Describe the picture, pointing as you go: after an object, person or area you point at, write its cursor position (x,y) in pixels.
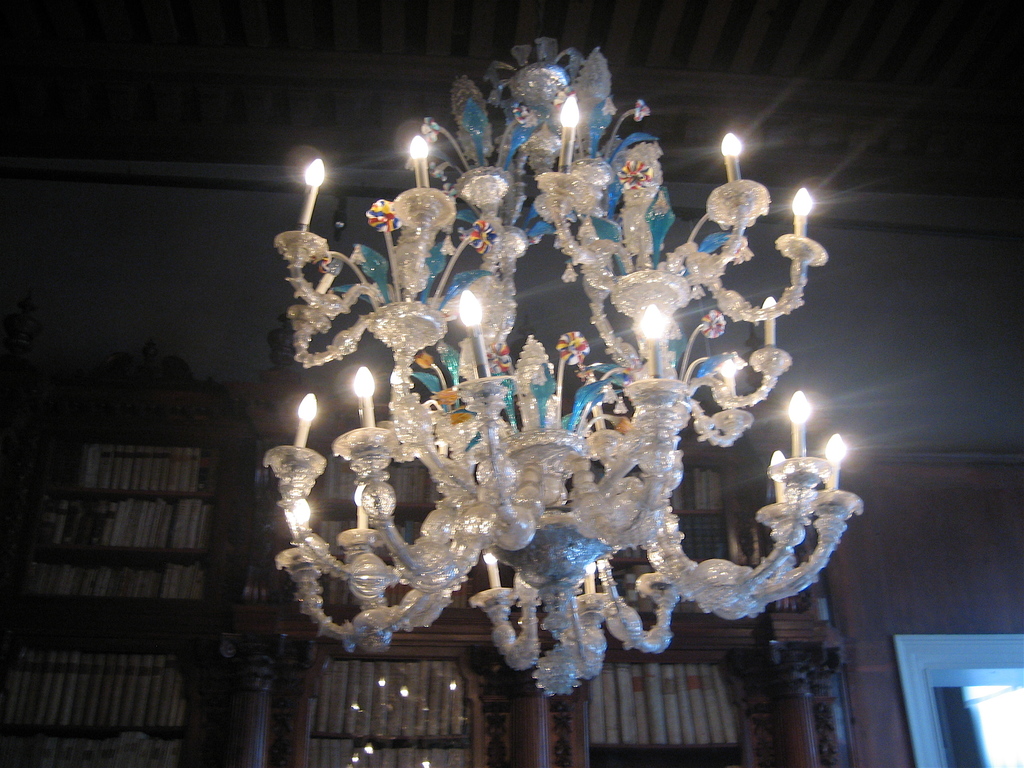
In the picture I can see a chandelier (506,559) attached to the ceiling (442,99), objects (143,482) in cupboards (295,690) and a wall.
